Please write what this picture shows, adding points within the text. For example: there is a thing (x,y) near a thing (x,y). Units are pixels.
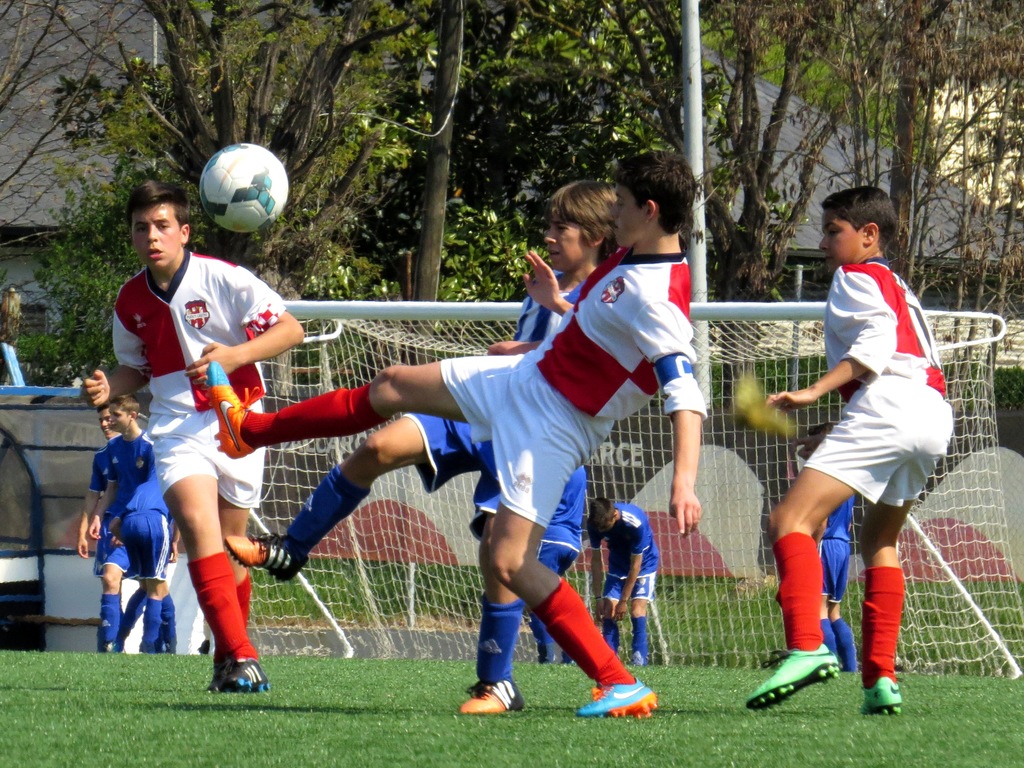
This image is taken outdoors. At the bottom of the image (160,715) there is a ground (343,710) with grass (712,730) on it. In the background (293,151) there are a few trees (577,107) and a board (1021,444) with text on it and there is a building (50,118). In the middle of the image (603,282) a few boys (563,282) are playing football with a ball (252,204) and there is a goal court (445,568).
